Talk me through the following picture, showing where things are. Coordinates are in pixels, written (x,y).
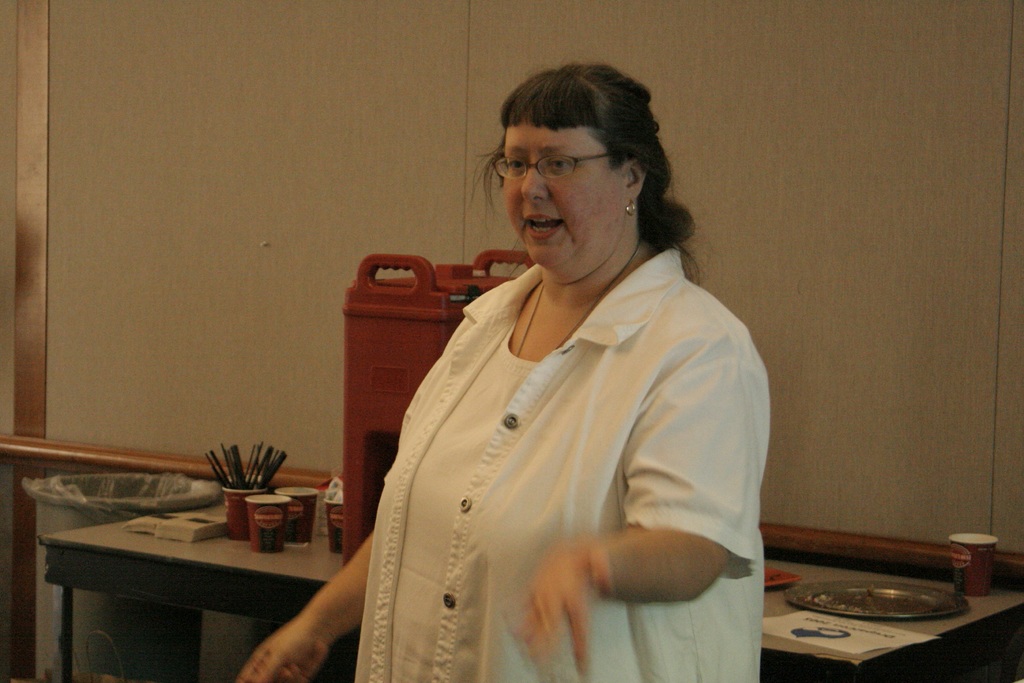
Here in this picture we can see a lady (514,489) with white shirt (509,457). She is standing. She is talking. She is wearing a spectacles (565,160). Behind her there is a table (878,660). On that table (244,600) there are some glasses (284,519). In that there some things (243,473), black color things (251,475). Beside that table (168,545) there is dustbin (88,508) with plastic cover (95,497). On that table (270,564) we can see a red can (401,364). On the table right corner (766,611) we can see a white paper (818,641), a plate (853,604). Behind that there is a wall (867,293).
